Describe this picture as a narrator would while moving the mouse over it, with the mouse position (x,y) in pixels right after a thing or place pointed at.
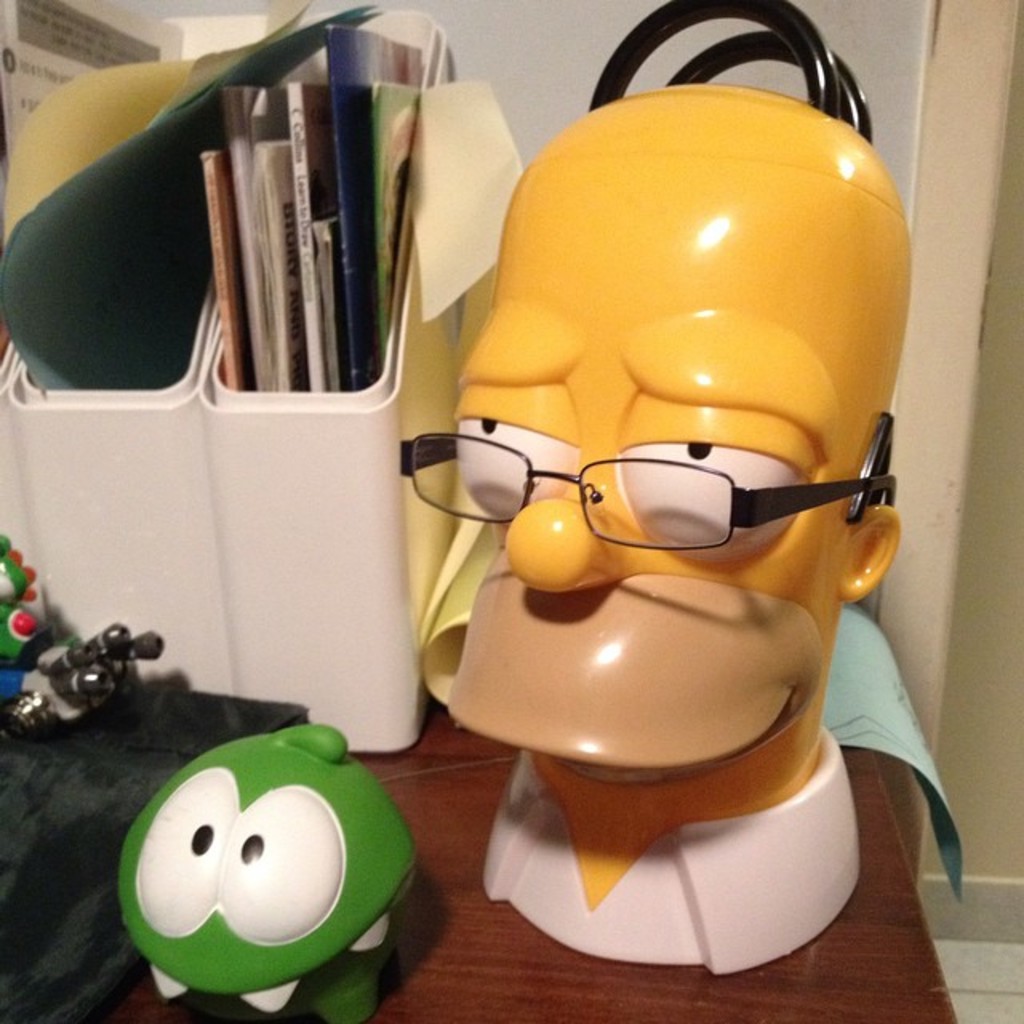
In this image we can see a wooden surface (511,1002). On that there are toys (519,546). On the toy (557,492) there is a specs (557,472). Also there is a box (123,398) with books (297,194).
